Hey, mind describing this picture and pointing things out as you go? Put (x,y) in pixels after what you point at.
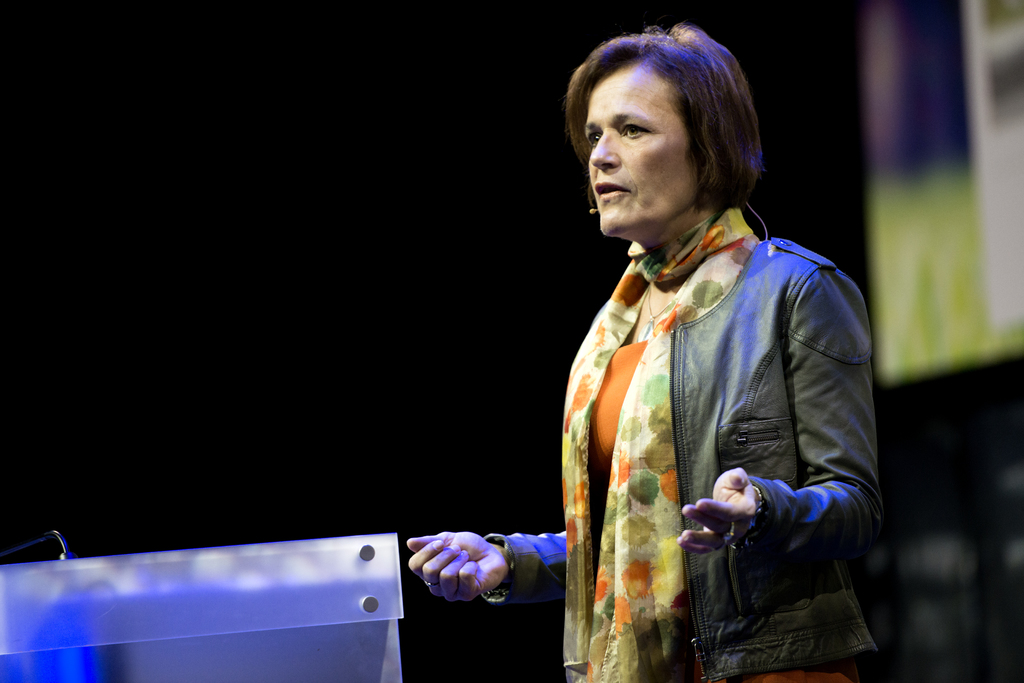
In this image in the center (579,441) there is a woman (732,425) standing and speaking. In front of the woman (627,164) there is stand (252,633) which is white in colour and the background (958,198) is blurry.
